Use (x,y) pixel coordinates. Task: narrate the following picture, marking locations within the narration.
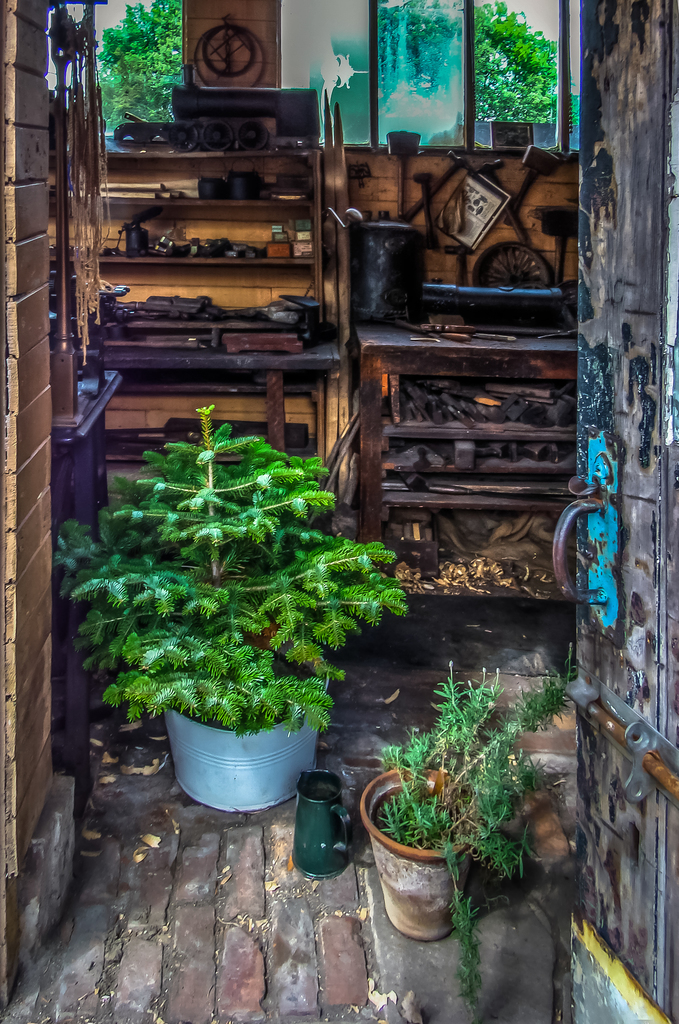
The picture I can see flower pots (269,773) and can (299,858) are placed on the ground (262,984). In the background (148,80), I can see wooden cupboard (417,355) on which few objects (482,214) are kept, we can see glass windows (289,23) through which we can see trees (171,91).
